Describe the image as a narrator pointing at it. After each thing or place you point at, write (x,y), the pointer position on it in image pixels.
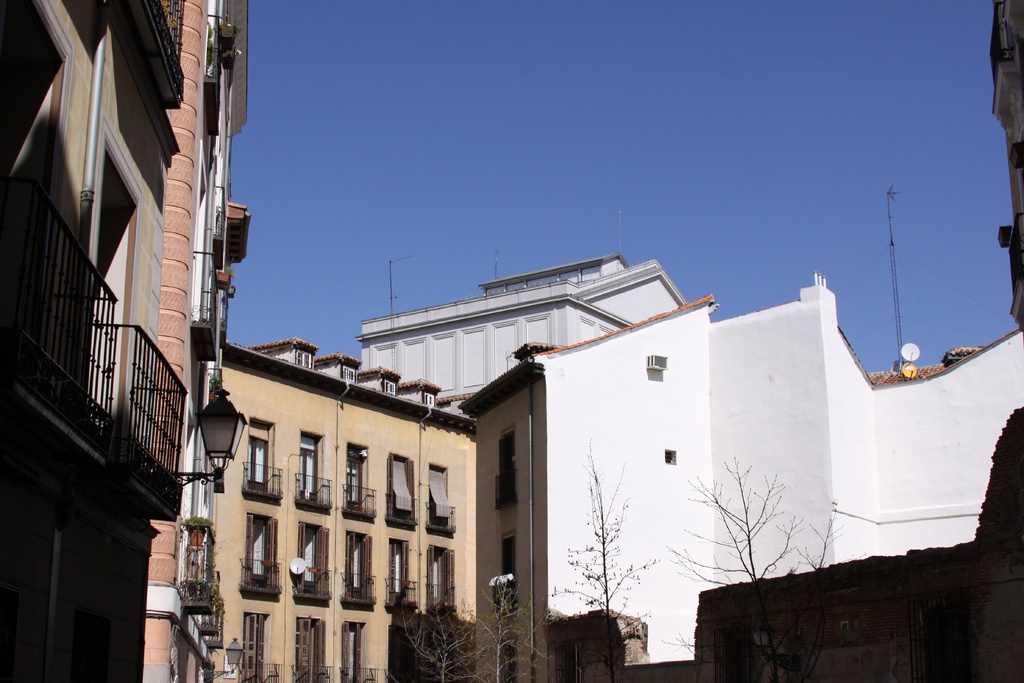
At the bottom (471,656) there are trees (747,540), in the middle (619,382) there are very big buildings (637,469). At the top (588,122) it is the blue color sky (563,150).
